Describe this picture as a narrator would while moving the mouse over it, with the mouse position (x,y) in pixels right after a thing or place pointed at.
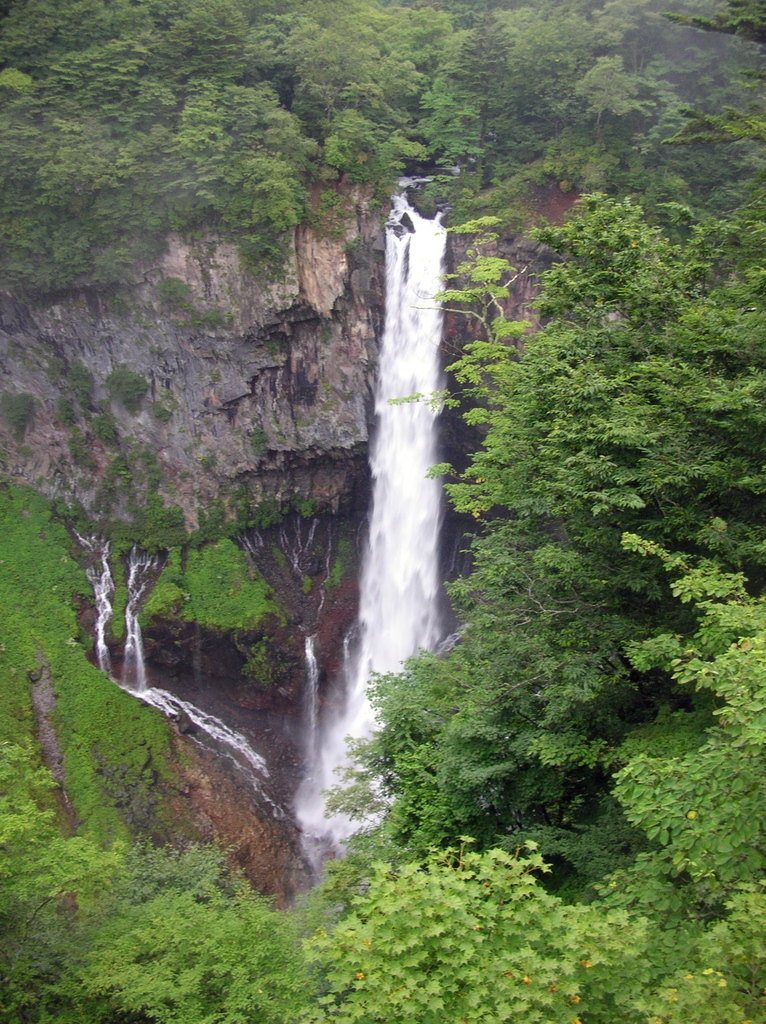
In this image we can see a waterfall (396,299). And we can see the surrounding trees (379,110).
